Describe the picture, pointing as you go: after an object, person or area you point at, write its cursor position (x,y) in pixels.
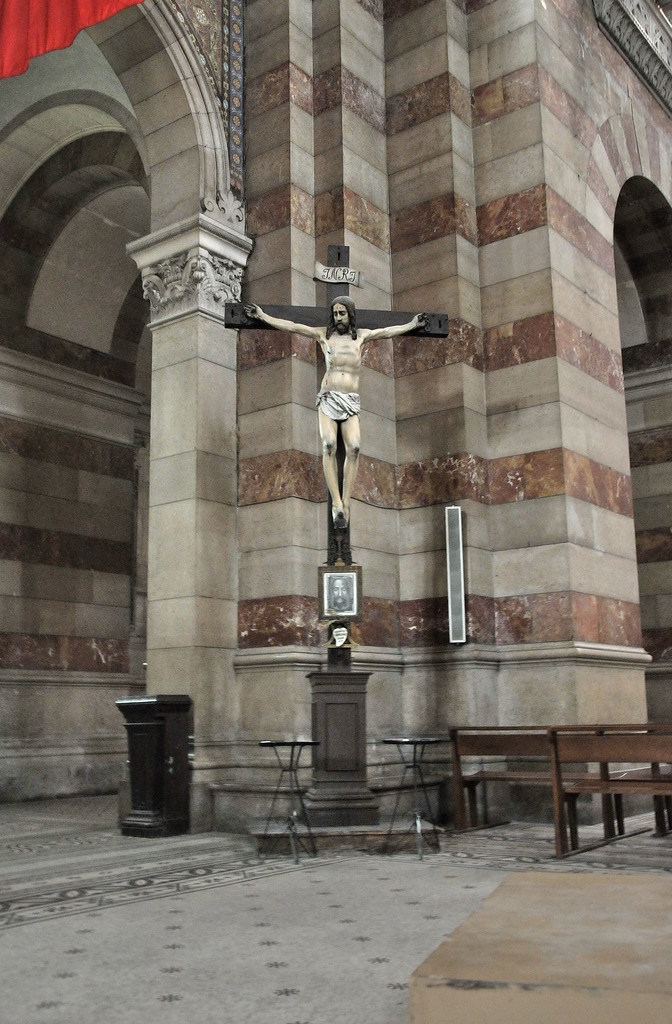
In the foreground of this image (337,955), there is a pavement (337,955) and in the middle (322,399), there is a sculpture (328,369) to the cross symbol (326,320) and we can also see two tables (288,827), few benches (603,770) and in the background (556,246), there is the building wall (477,103).
